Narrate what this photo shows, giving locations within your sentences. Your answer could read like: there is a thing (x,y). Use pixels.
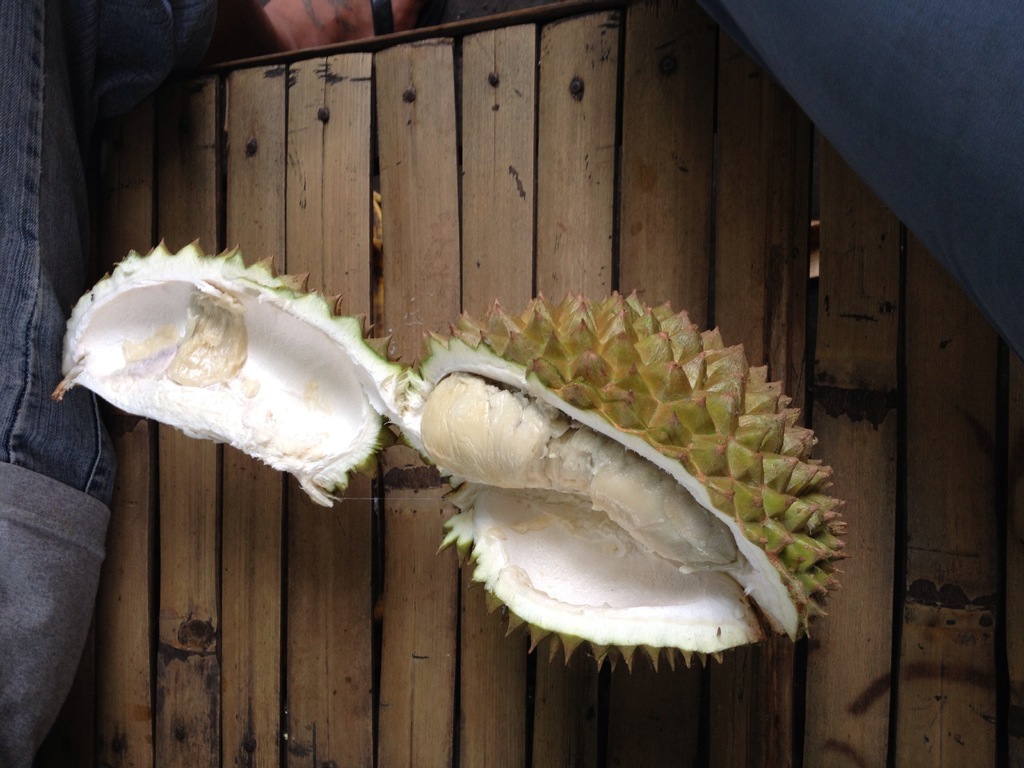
In the image in the center (565,328) we can see one durian fruit (659,499). On the left corner (21,166) we can see one person (14,433). In the background (701,38) there is a bamboo bench (641,13).
